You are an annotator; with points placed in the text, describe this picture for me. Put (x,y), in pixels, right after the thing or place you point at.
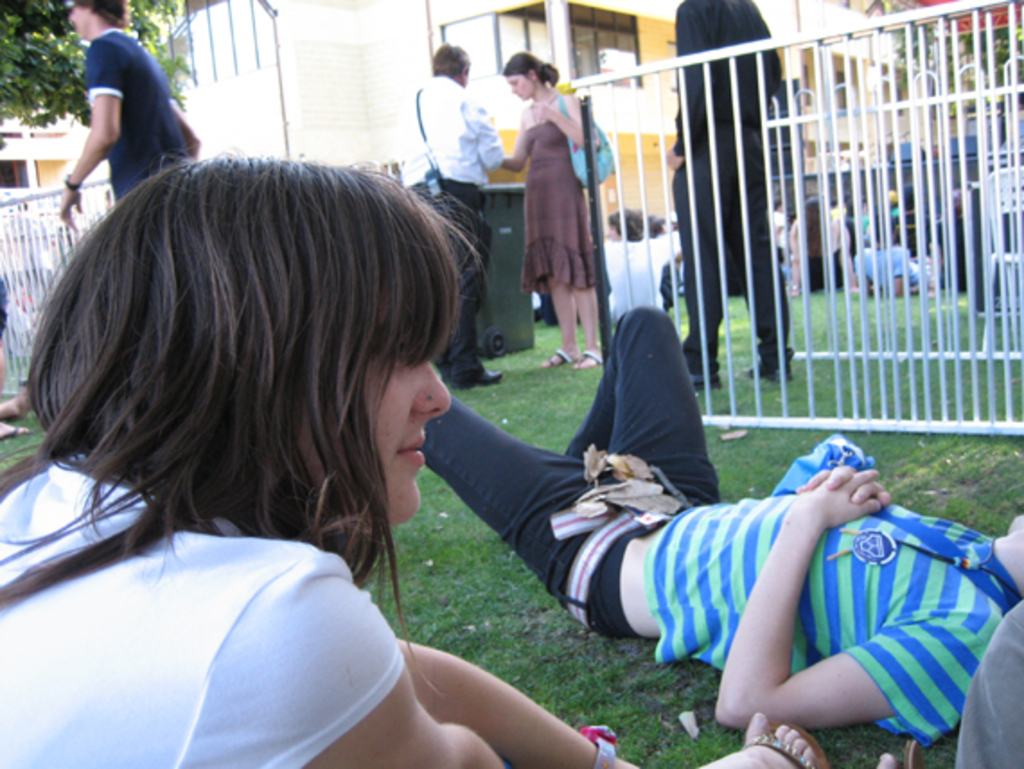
In this picture we can see a person (516,481) is lying on the grass (743,493) and some people (309,604) are sitting and some people (176,124) are standing. Behind the people (169,178) there is fence (880,41), trees (17,25) and a building (567,54).
